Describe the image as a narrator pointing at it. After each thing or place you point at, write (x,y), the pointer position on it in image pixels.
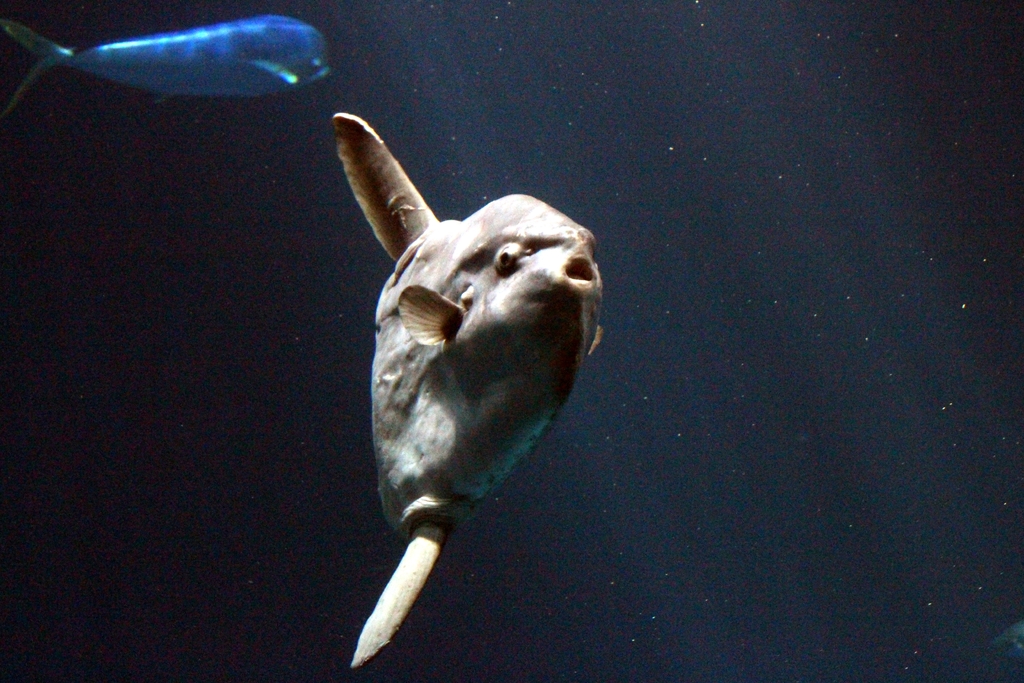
In this image we can see fish (445,331) in the water (208,19).
